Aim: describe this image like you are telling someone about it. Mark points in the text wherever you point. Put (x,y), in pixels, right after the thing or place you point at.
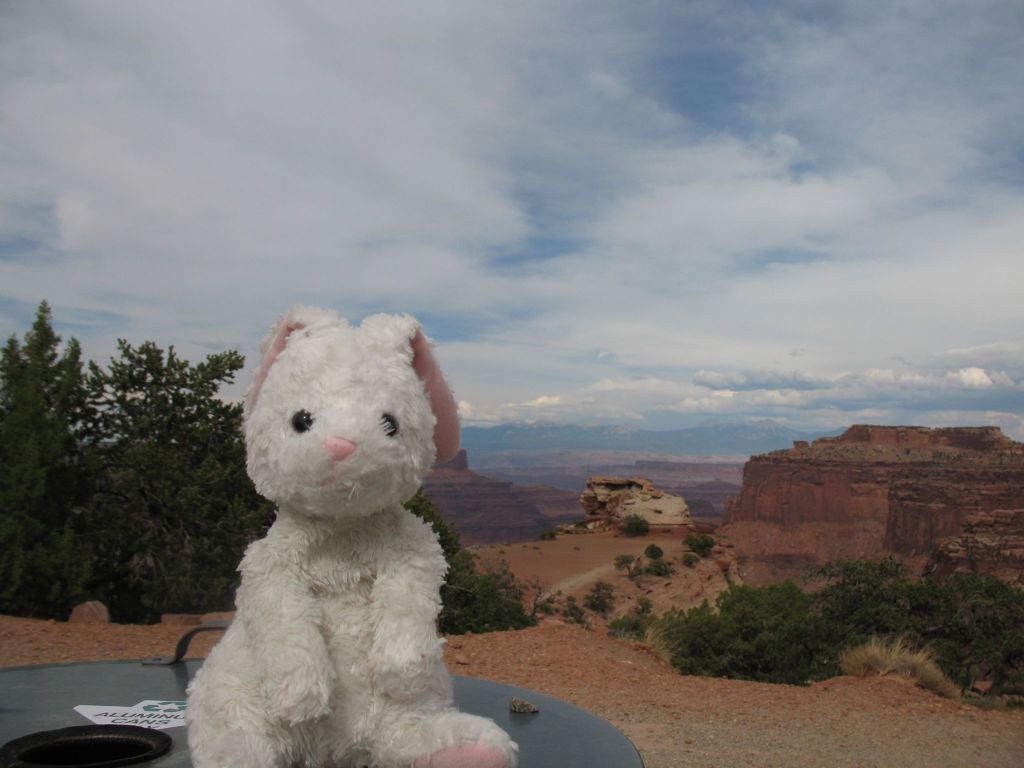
In this picture, we see the stuffed toy (354,591) in white and pink color is placed on the table (562,733). We see a black color object (117,734), poster (118,707) and a stone (517,711) are placed on the table (145,690). At the bottom (703,732), we see the stones (720,717). On the right side (843,593), we see the trees (836,575) and the rocks (862,441). On the left side (118,491), we see the trees (140,474) and the rocks (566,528). There are trees (221,527) in the background (525,616). At the top (547,207), we see the sky (690,234) and the clouds (727,360).
